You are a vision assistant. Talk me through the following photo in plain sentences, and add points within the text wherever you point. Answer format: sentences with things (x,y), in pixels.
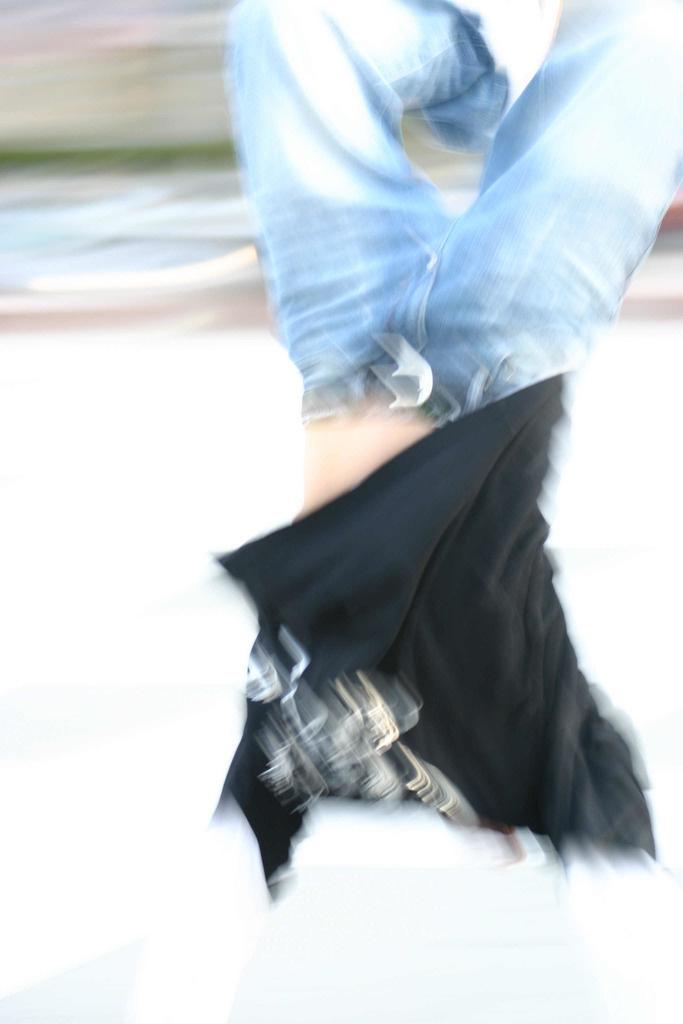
In this picture there is a boy (390,529) wearing black color t-shirt (486,665) jumping and doing stunts. Behind there is a blur background (143,345).
